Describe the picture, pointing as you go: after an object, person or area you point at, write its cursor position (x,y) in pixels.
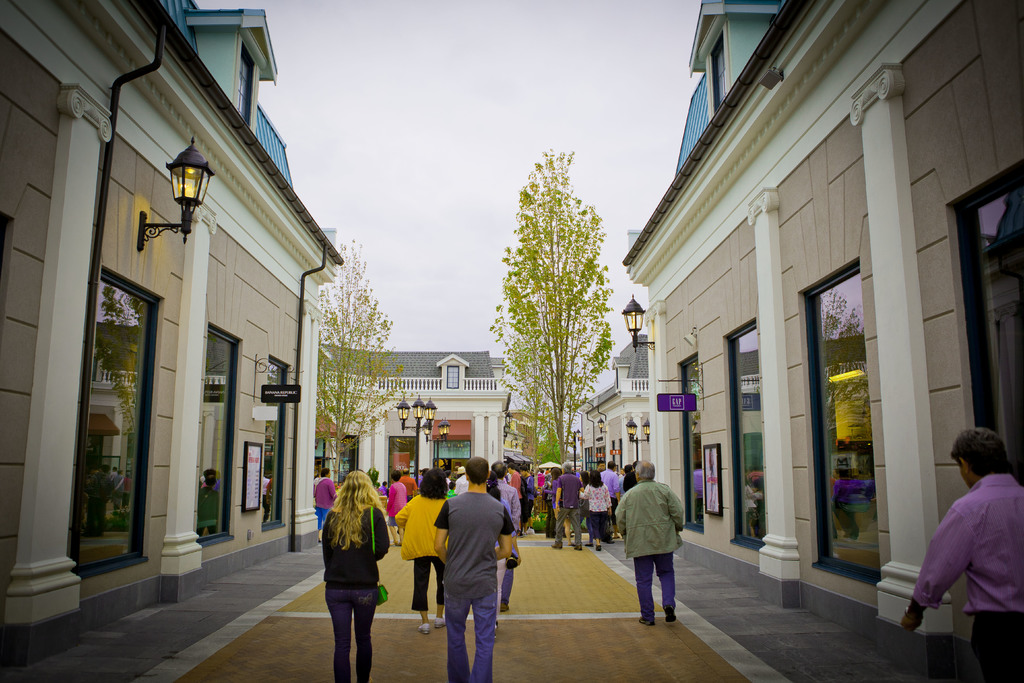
In the image in the center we can see a group of people (677,507) were walking on the road (627,654). And few people (462,496) were holding some objects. In the background (462,138) we can see the sky (466,81), clouds (497,286), trees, buildings (28,233), pillars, lamps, poles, sign boards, glass doors (1005,305), wall (806,247), roof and fence (437,386).
